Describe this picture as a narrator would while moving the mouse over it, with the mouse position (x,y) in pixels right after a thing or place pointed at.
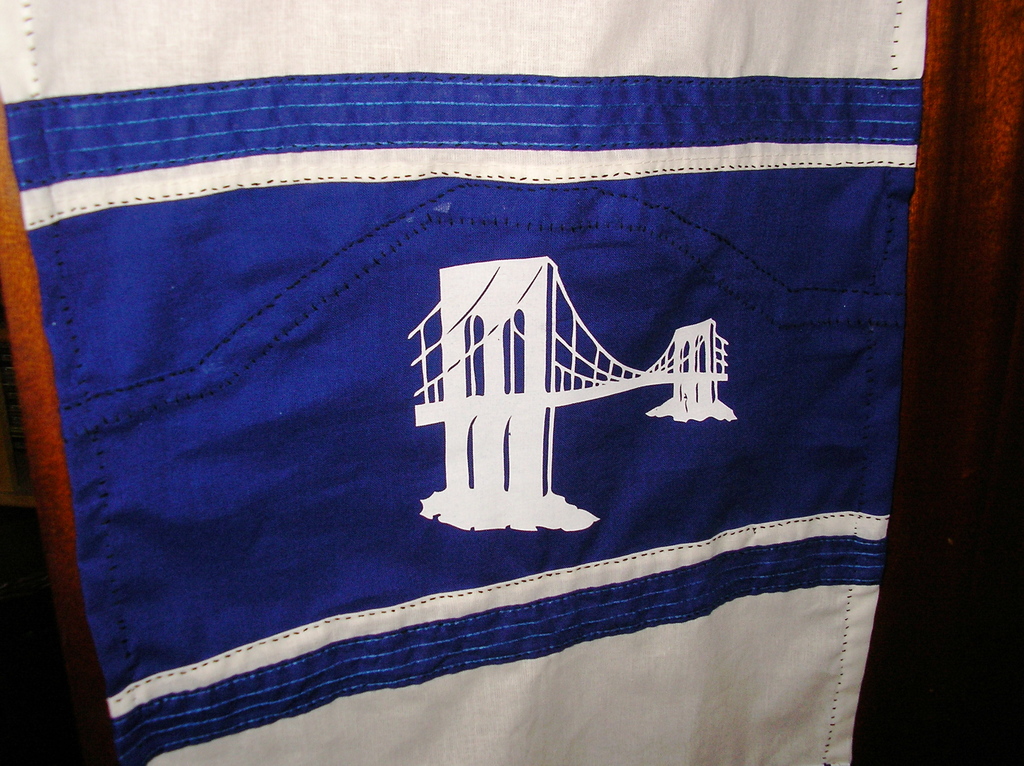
In the center of the image (473,398) we can see a cloth (407,288). In the background of the image (53,483) we can see a wooden wall (29,373).
